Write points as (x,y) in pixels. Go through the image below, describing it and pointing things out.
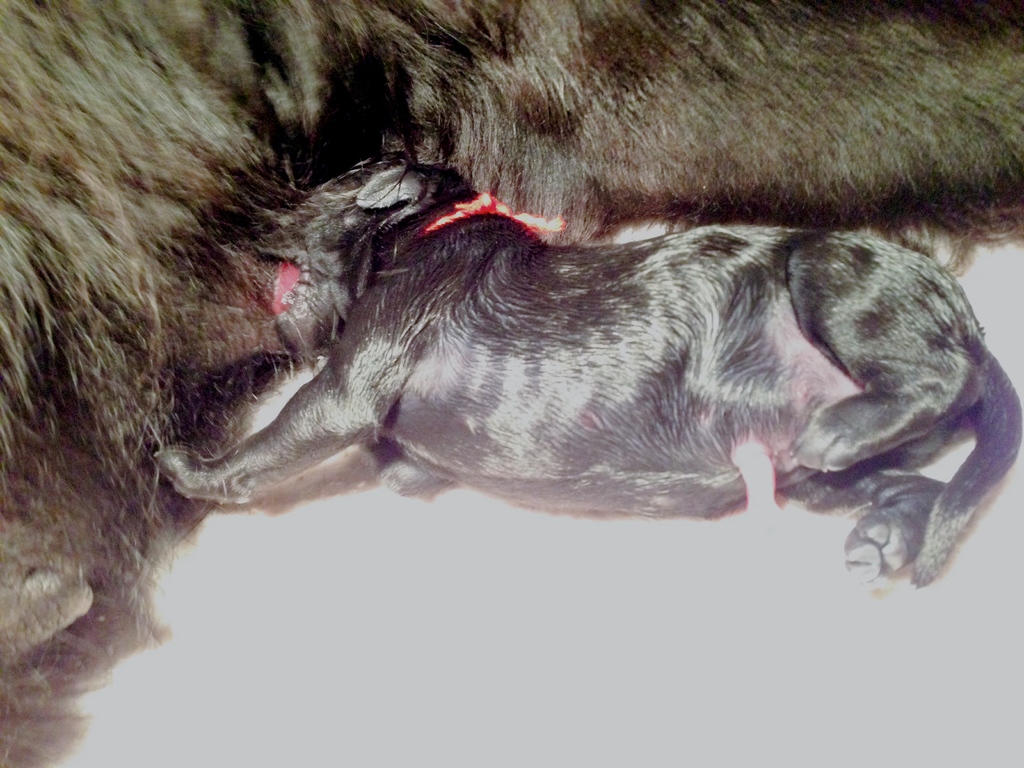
In this image there are two animals (481,300).
